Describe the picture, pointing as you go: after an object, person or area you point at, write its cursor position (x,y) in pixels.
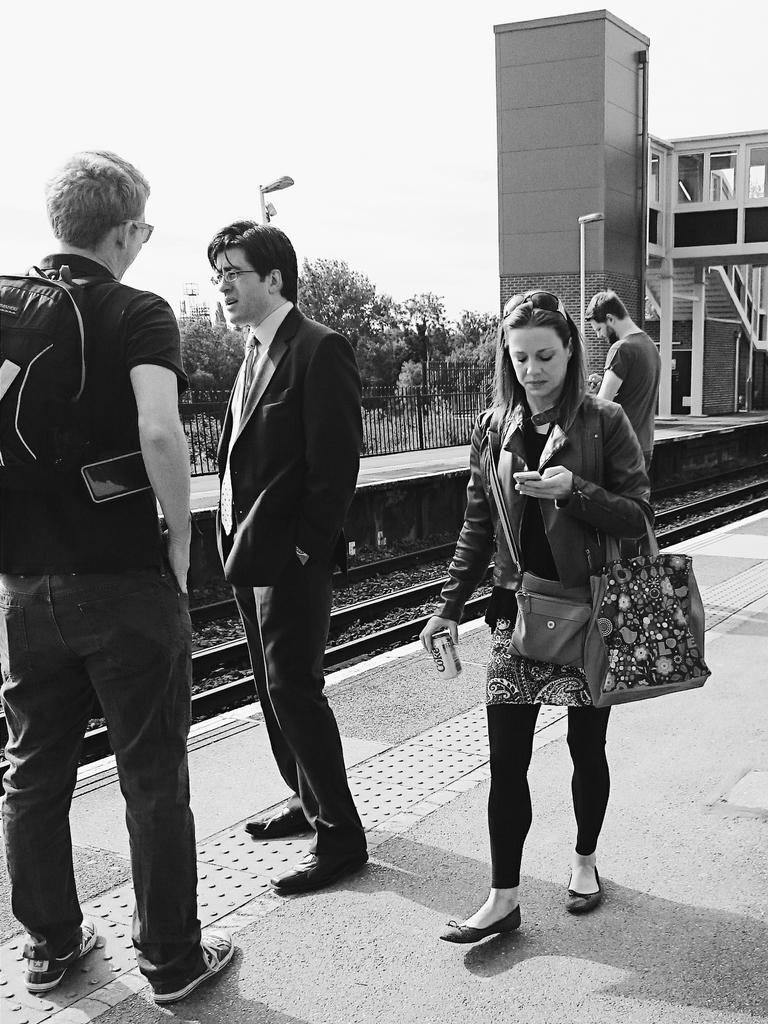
A picture where four people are standing and among them two people (7,572) are talking to each other and a lady (459,545) who is holding a phone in her left hand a coke tin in her right hand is walking.
